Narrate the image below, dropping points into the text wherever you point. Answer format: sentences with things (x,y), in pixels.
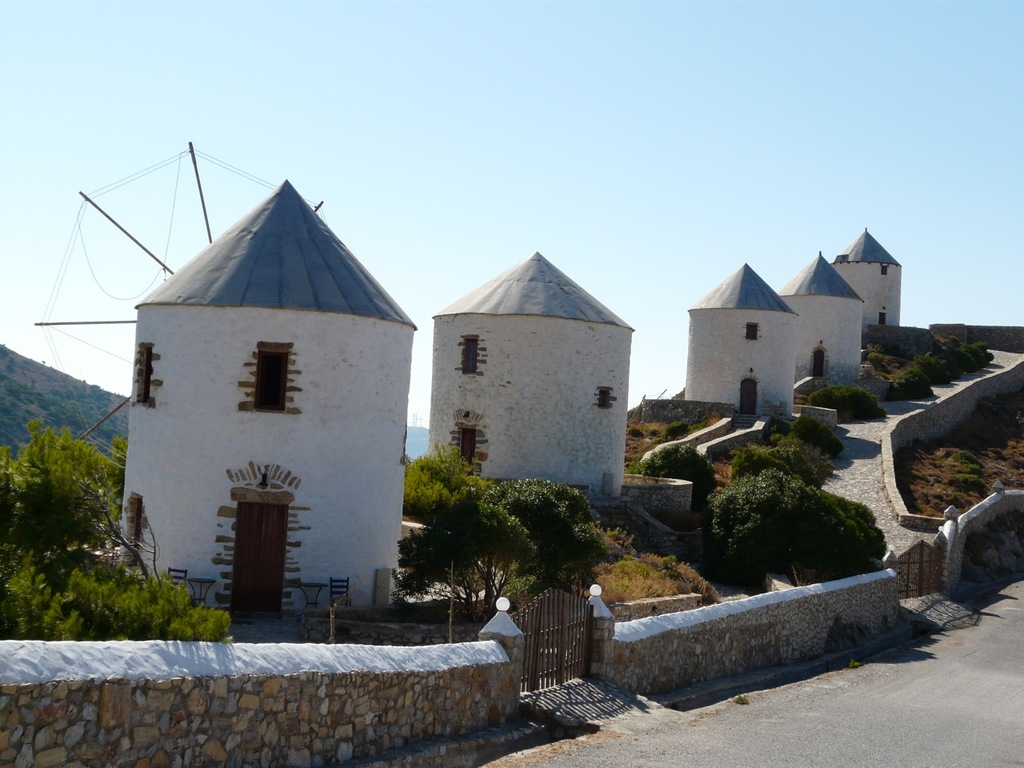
In the center of the image (506,377) there are houses (540,371). There are trees (584,534). There is a wall (219,688). There are gate (555,598). At the top of the image (538,86) there is sky (321,159). In the background of the image (71,404) there is mountain (44,392).
